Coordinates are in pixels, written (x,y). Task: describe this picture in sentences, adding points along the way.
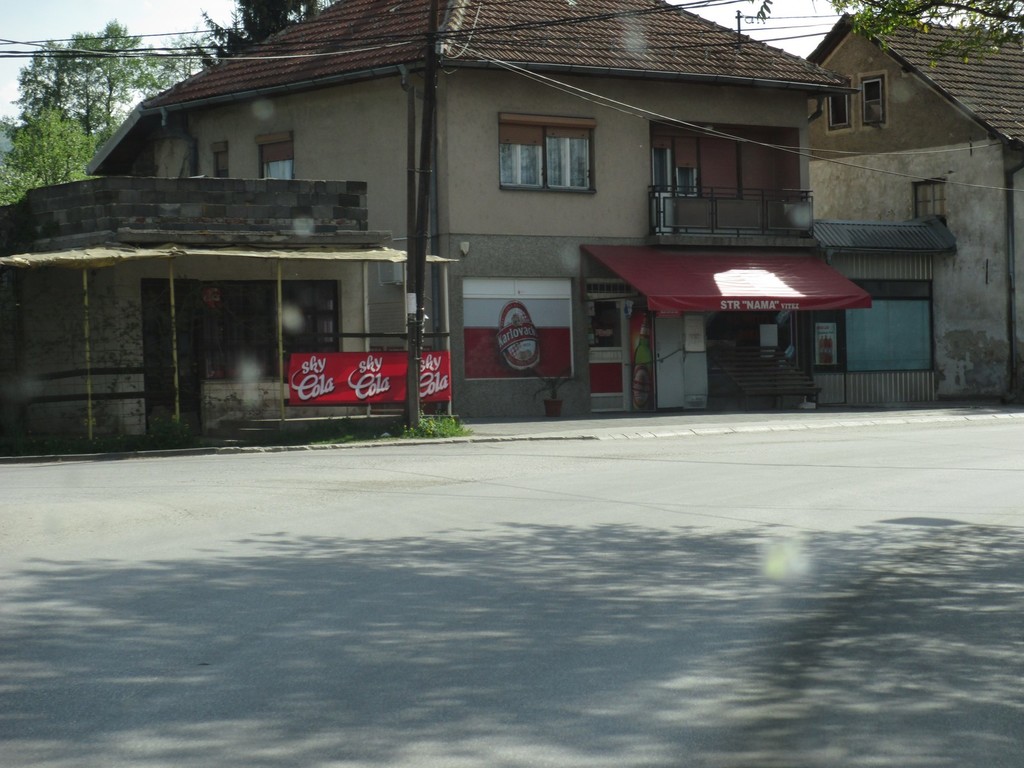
In the image there is a house (330,77) and there is a store (627,282) below the house (391,110), around that house (416,61) there are few trees (59,95), wires (150,48) and the road (773,734) in front of the house (333,46) is empty.
